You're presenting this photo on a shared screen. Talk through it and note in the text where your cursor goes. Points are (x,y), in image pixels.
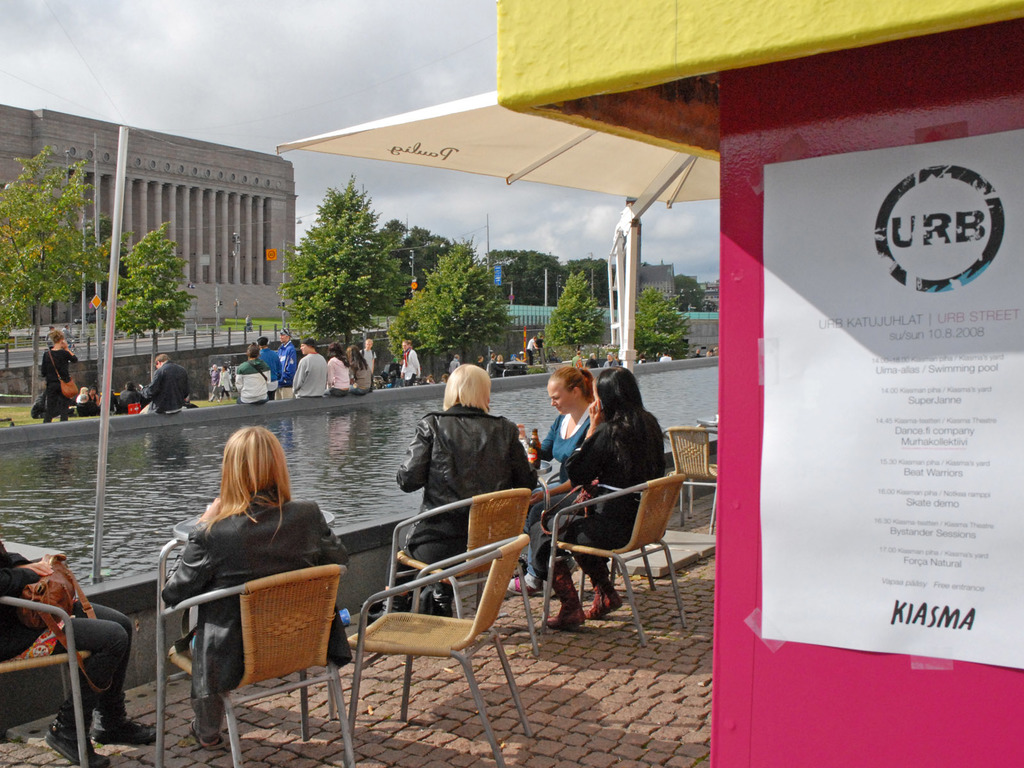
In this image we can see a five woman (73,736) sitting on a chair (670,513). Here we can see a water (342,420) floating. Here we can see a few people (214,392). Here we can see a building (179,207), trees (340,294) and a sky (291,75).
